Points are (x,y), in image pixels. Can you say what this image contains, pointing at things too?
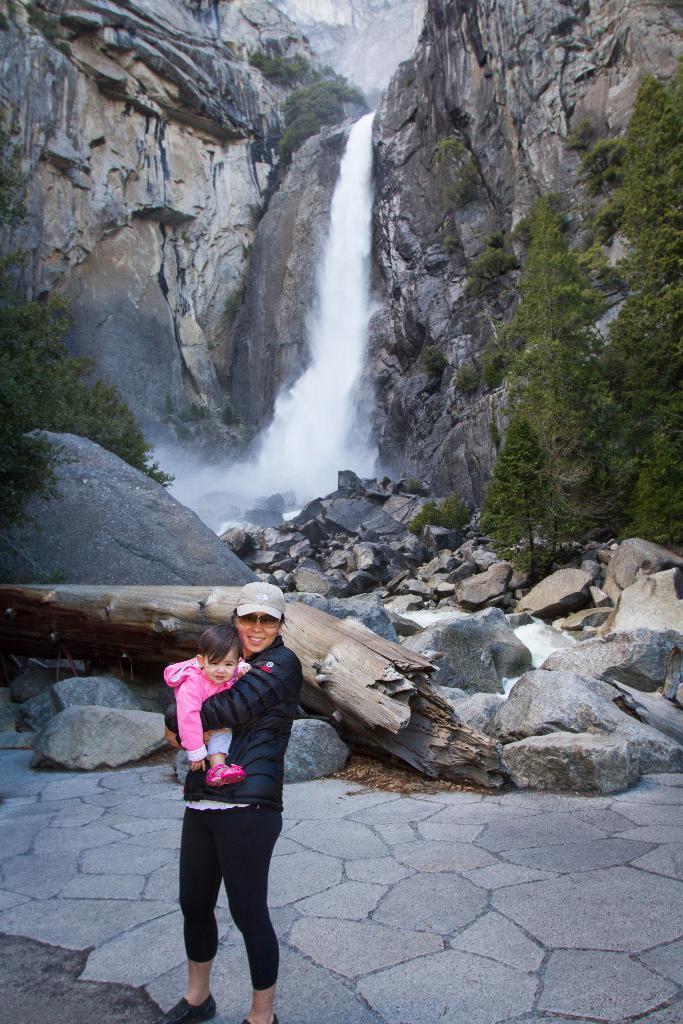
In this image we can see a woman (280,648) carrying a baby (190,698). Behind the woman (216,723) we can see the rocks (258,545) and the trees (664,526). In the background (288,395), we can see the waterfall (223,502) and the mountains (219,292).
